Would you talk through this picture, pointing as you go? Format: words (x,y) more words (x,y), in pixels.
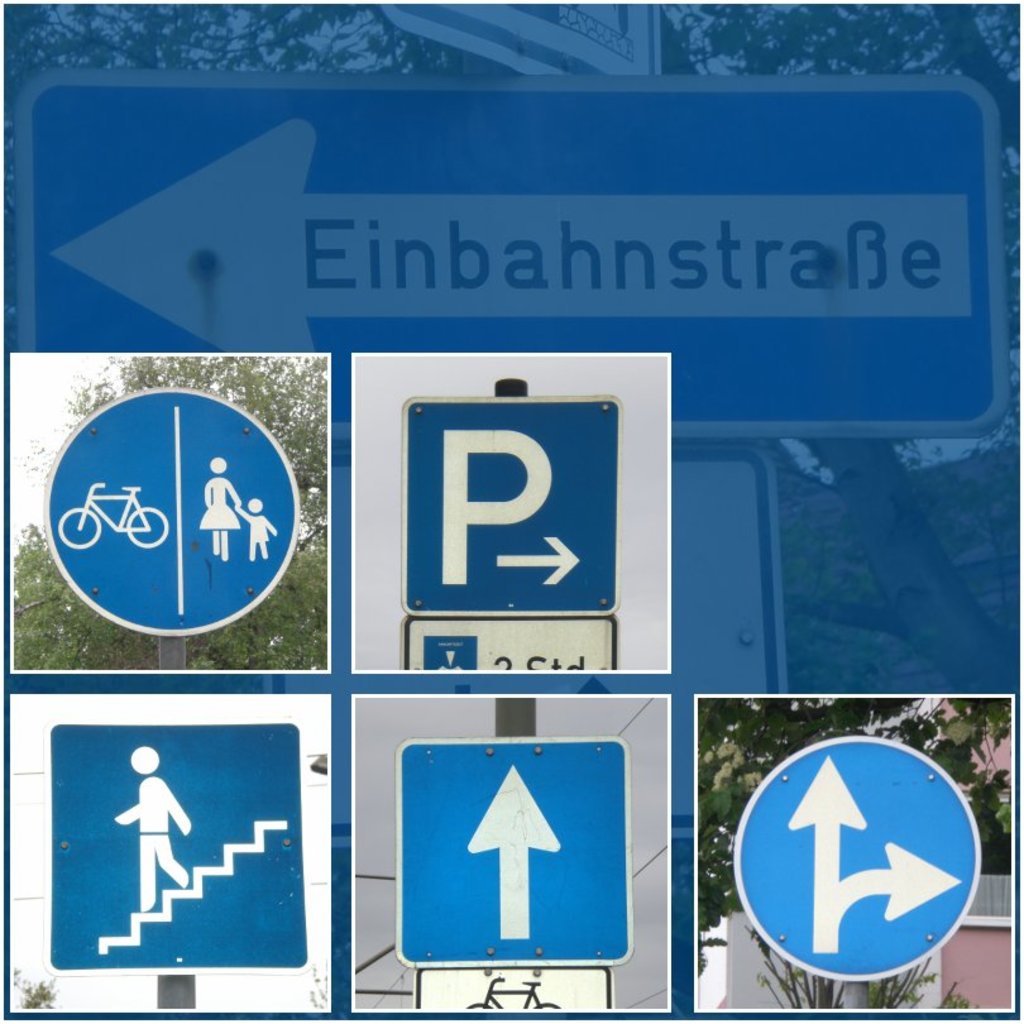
It is a photo collage, at the bottom (926,749) on the right side (912,925). It is the sign board (847,858) in blue color. On the left side (219,842) there is sign board (209,832) of staircase (199,880) and different sign boards (425,570) are there. There are trees (320,561) at the backside of an image (282,420).
